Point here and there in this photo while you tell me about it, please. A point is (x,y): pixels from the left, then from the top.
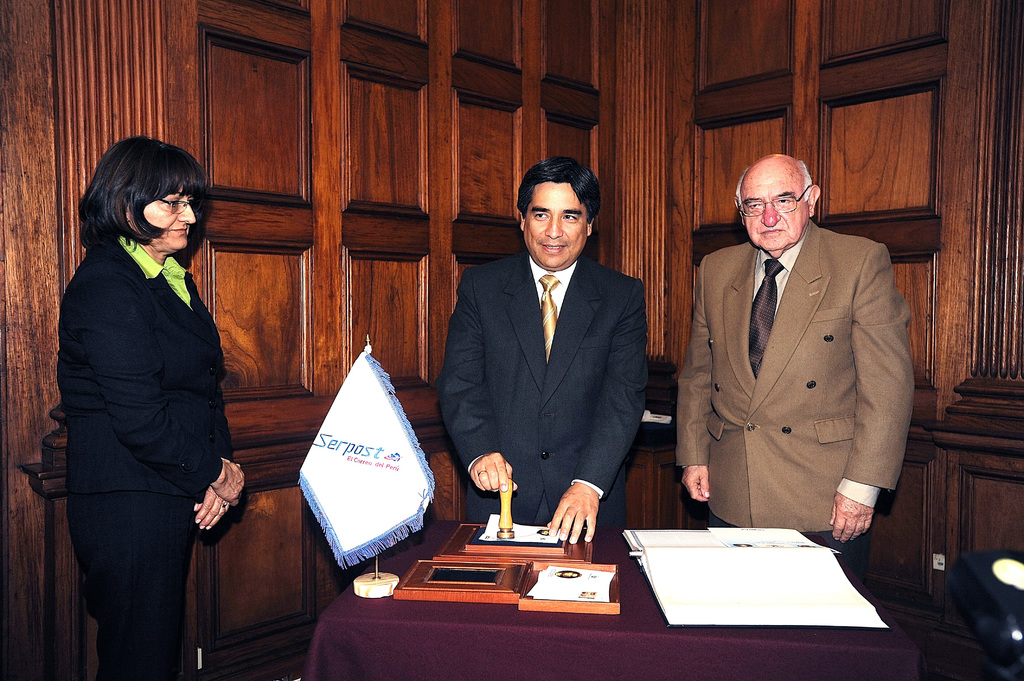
In the picture we can see a table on it, we can see some rewards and some register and some small flag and near the table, we can see two men (848,481) and one woman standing beside the table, they are wearing a blazers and in the background (1006,300) we can see a wooden wall (1002,272).
